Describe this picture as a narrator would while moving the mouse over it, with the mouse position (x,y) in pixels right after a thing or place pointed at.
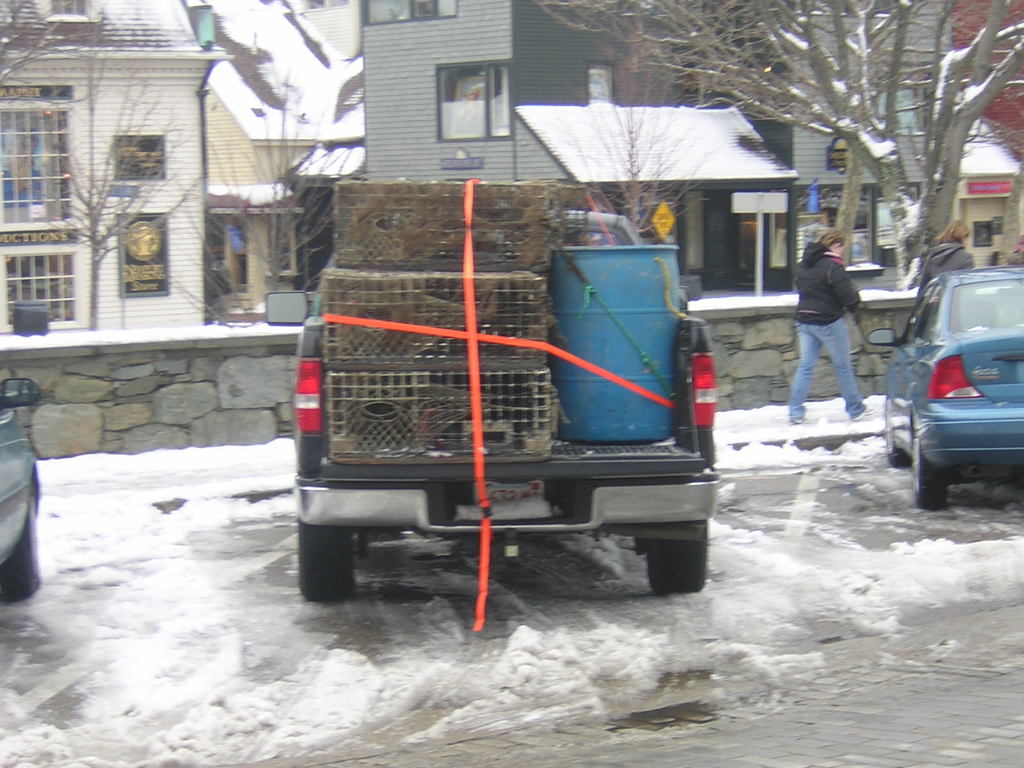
In this image we can see vehicles (1006,433), person (790,409), snow (243,483), houses (195,155), trees (931,178), poles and sign boards (735,209).
